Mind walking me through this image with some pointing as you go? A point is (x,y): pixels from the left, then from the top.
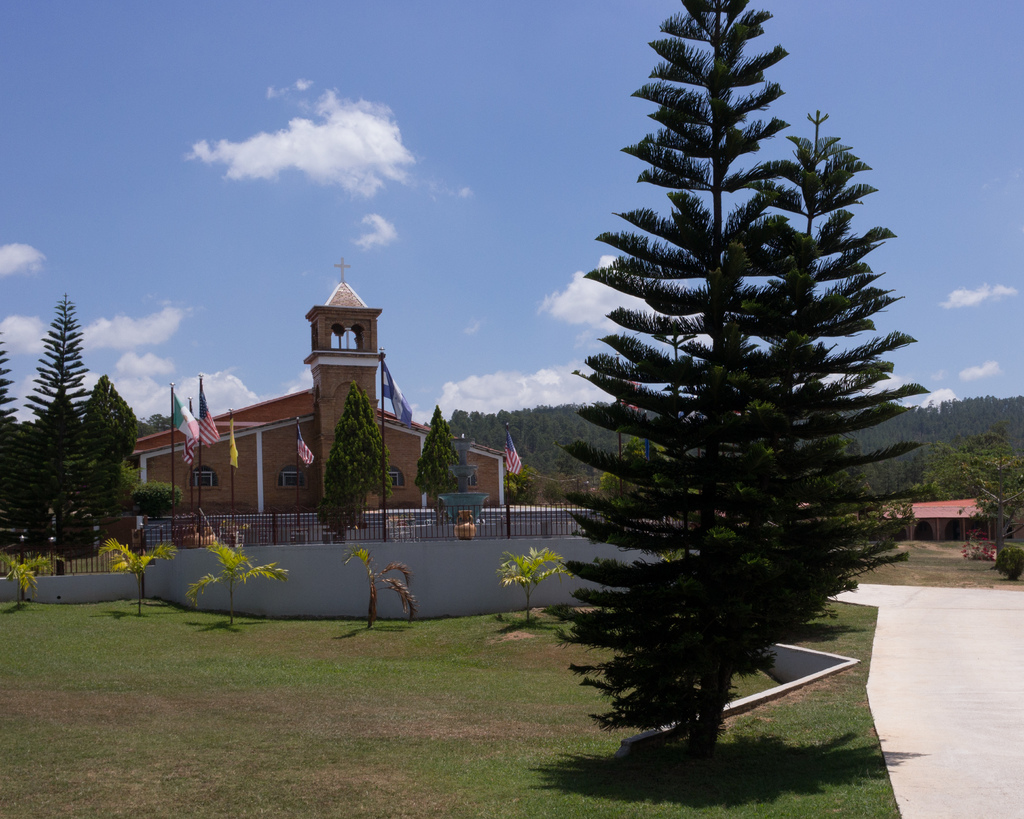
In this image, we can see houses (208,481), flags (186,457) with poles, trees (80,512), plants (113,544), grills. At the bottom (474,686), there is a grass (475,713) and footpath (957,725). Top of the image (374,216), we can see the sky (302,124) with clouds (553,309), holy cross (337,268).
